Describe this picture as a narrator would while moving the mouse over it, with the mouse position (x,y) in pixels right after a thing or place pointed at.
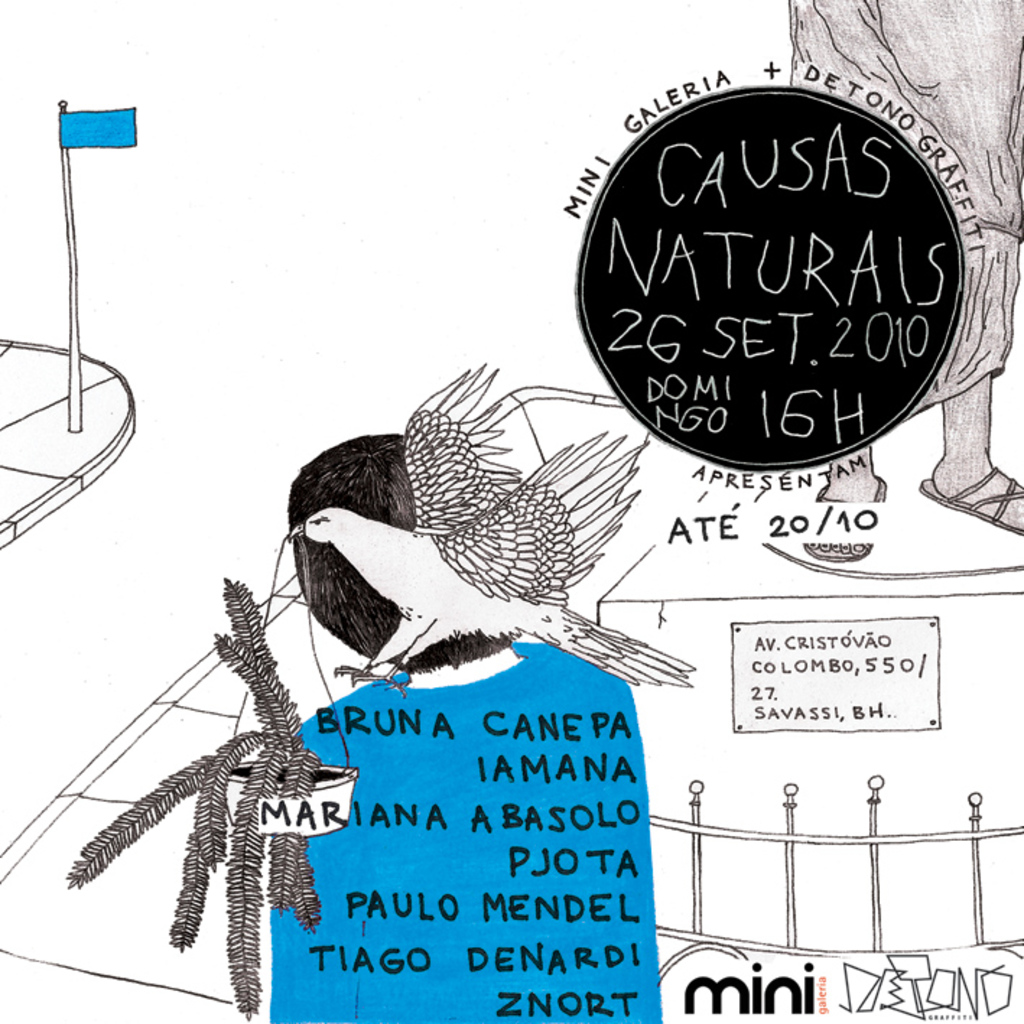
In this image there is a sketch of a flag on the path (102,407). On the other side of the image there is a sketch (405,642) of a bird (380,591) holding plant pot (277,755) with his mouth (305,530) and there is some text (558,956), beside the bird (389,574) there is a railing (787,884) and some text (938,999). At the top right side of the image (997,288) there is a sketch (894,19) of a person (959,475) standing and there is some text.
